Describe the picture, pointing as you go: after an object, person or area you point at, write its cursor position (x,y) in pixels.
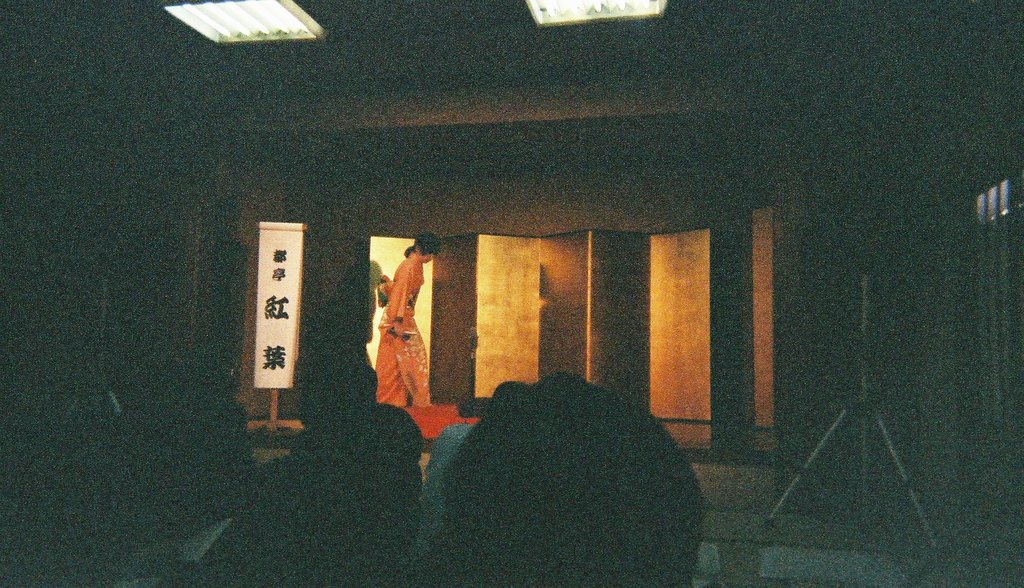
In the image we can see there is a person (411,328) standing on a stage (434,418) and there are spectators (377,435) sitting on the chair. There is a hoarding (276,364) on the stand (273,397) and there is a writing (280,350) on it in chinese.
